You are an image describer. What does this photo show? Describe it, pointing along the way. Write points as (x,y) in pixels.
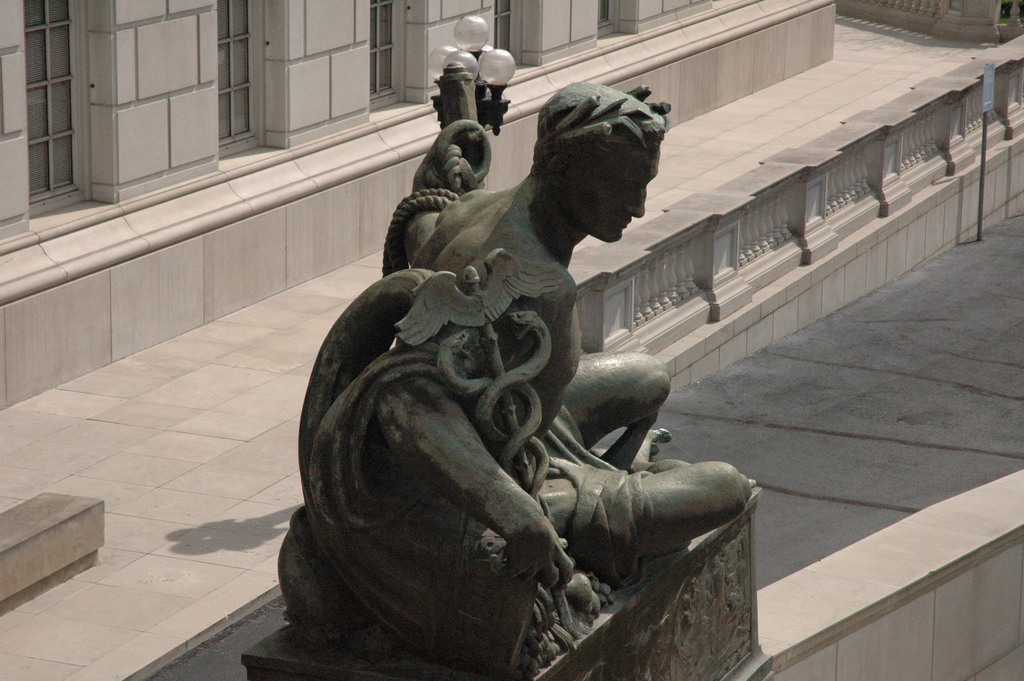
In this image, in the middle (558,322), we can see a sculpture (415,378). In the background (434,35), we can see a building (441,33) and a glass window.
